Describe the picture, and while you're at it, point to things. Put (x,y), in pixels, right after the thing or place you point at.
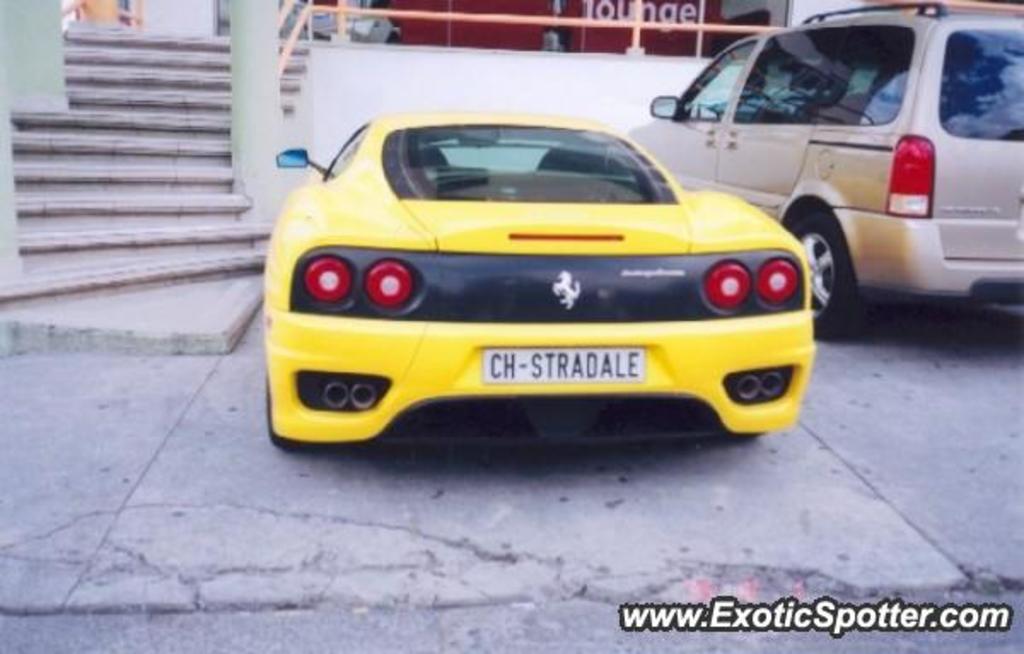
As we can see in the image there are stairs (121,143), wall (322,111), banner (690,13) and two cars (545,231). The car (879,149) on the right side (870,181) is in beige color and the car (527,281) in the middle (527,281) is in yellow color.
